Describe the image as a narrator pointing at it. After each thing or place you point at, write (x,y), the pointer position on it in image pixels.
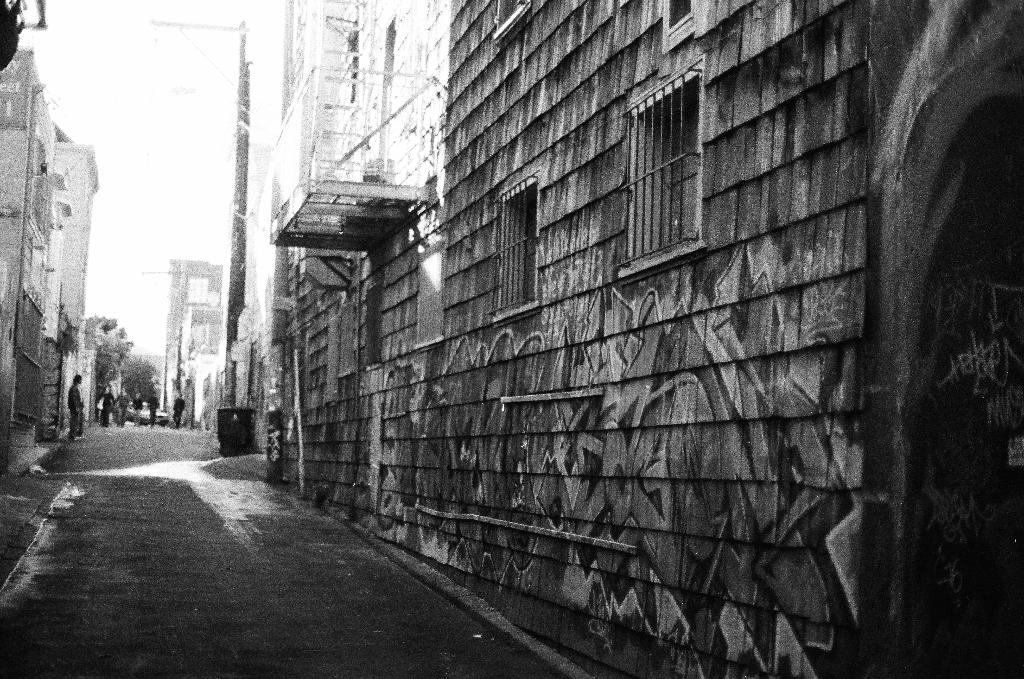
This is a black and white image. On the right side of the image (695,455) there is a wall (339,421) with graffiti (536,377), windows (696,157) and some other things. At the bottom of the image (138,472) there is a road (142,465). And on the left side of the image (56,172) also there are buildings (88,408). In the background (77,399) there are few people (80,419) and also there are trees (121,354).
